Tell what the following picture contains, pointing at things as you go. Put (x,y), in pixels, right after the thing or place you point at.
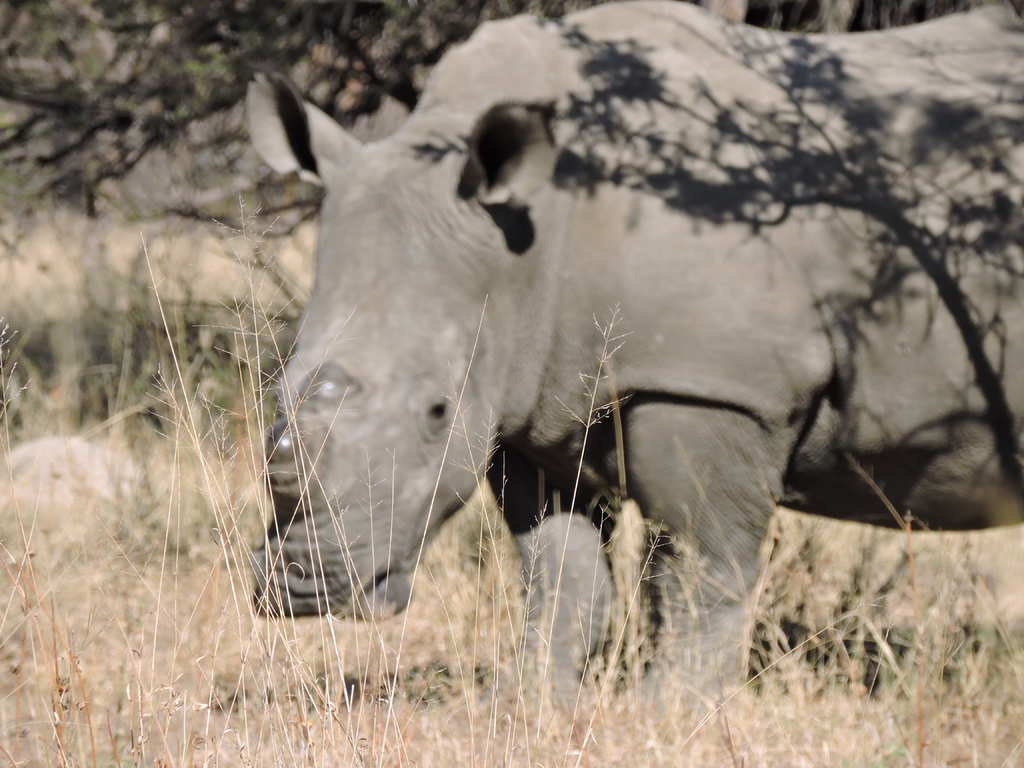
As we can see in the image there is dry grass (187,635), trees (308,32) and rhinoceros (508,253).
